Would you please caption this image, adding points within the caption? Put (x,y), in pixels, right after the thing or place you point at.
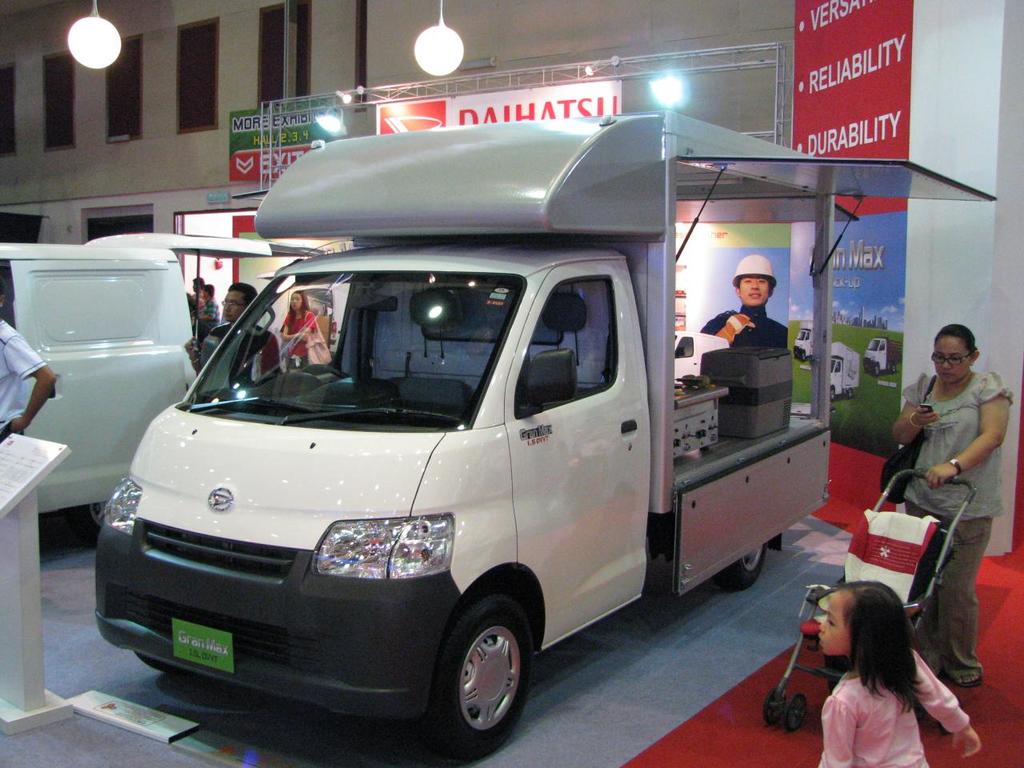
In this image in front (497,591) there are two cars (460,495). Inside the cars (704,511) there are a few objects (762,370). On the right side of the image (885,570) there is a person (962,499) holding the trolley (929,549). There is a girl (857,696) standing on the mat (694,749). On the left side of the image (5,457) there is a board (8,477). In the background of the image (349,79) there are lights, buildings (361,76). There are banners (612,113). There are people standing behind the cars (264,339).
